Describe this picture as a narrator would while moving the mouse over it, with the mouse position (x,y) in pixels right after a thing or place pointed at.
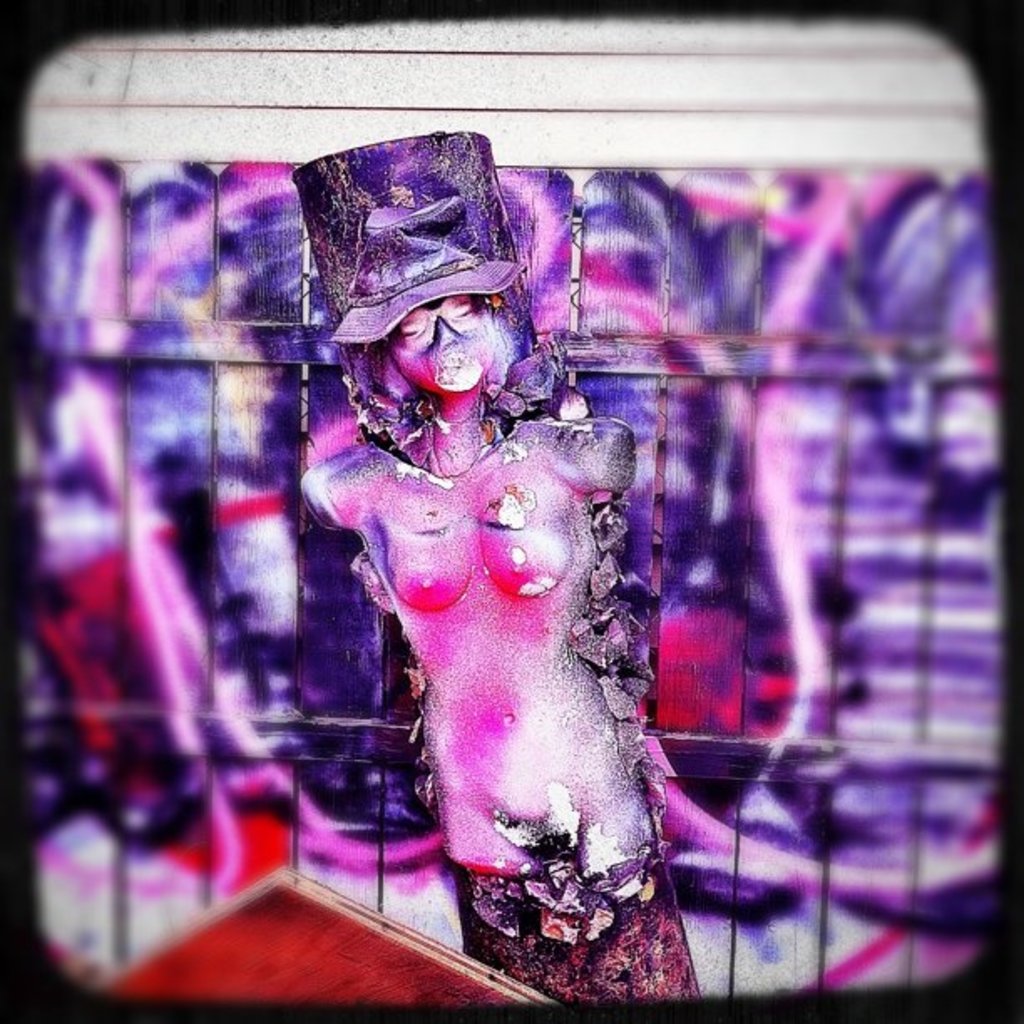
In this image in the foreground (516,517) there is one art (503,489), and in the background (209,505) there are some wooden sticks (768,395).
